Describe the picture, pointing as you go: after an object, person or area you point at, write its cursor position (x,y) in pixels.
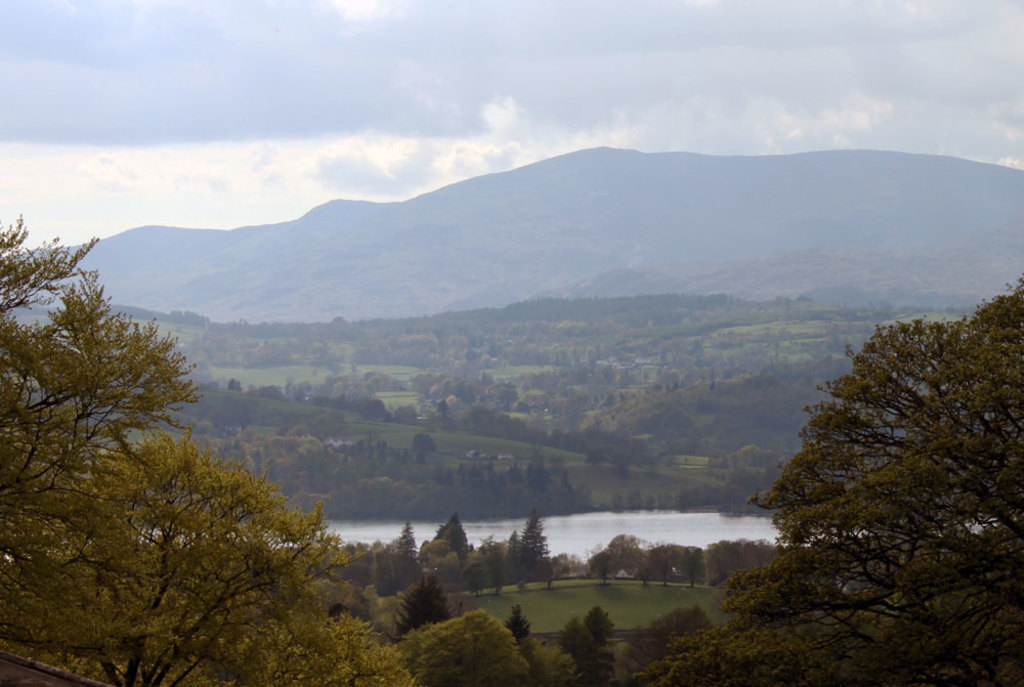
In the center of the image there is a lake (708,540). At the bottom (569,632) there are trees (758,557). In the background (592,454) there are hills (504,303) and sky (615,59).
